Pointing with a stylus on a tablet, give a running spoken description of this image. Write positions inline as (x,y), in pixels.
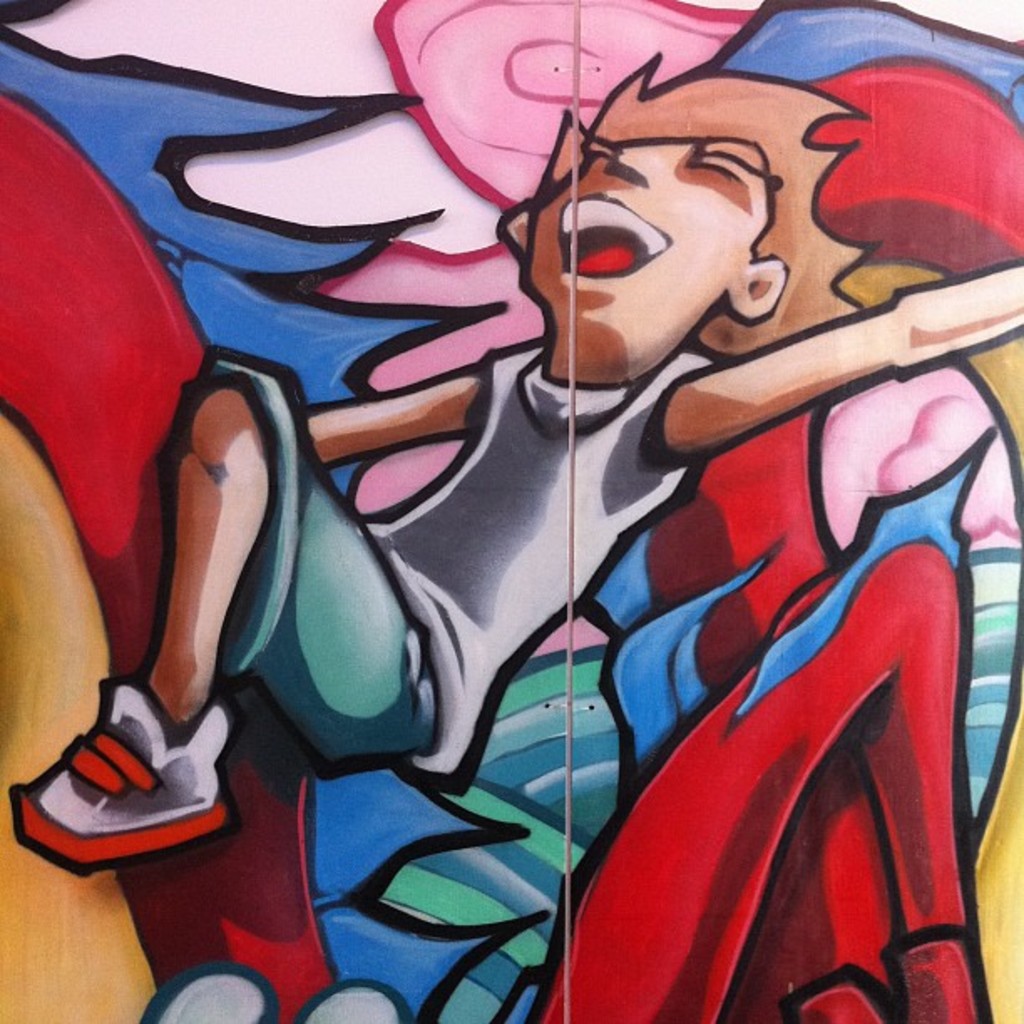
This image consists of cartoons (549,603). In which there is a painting (422,559) of a boy (550,537) wearing white shirt (498,573).
